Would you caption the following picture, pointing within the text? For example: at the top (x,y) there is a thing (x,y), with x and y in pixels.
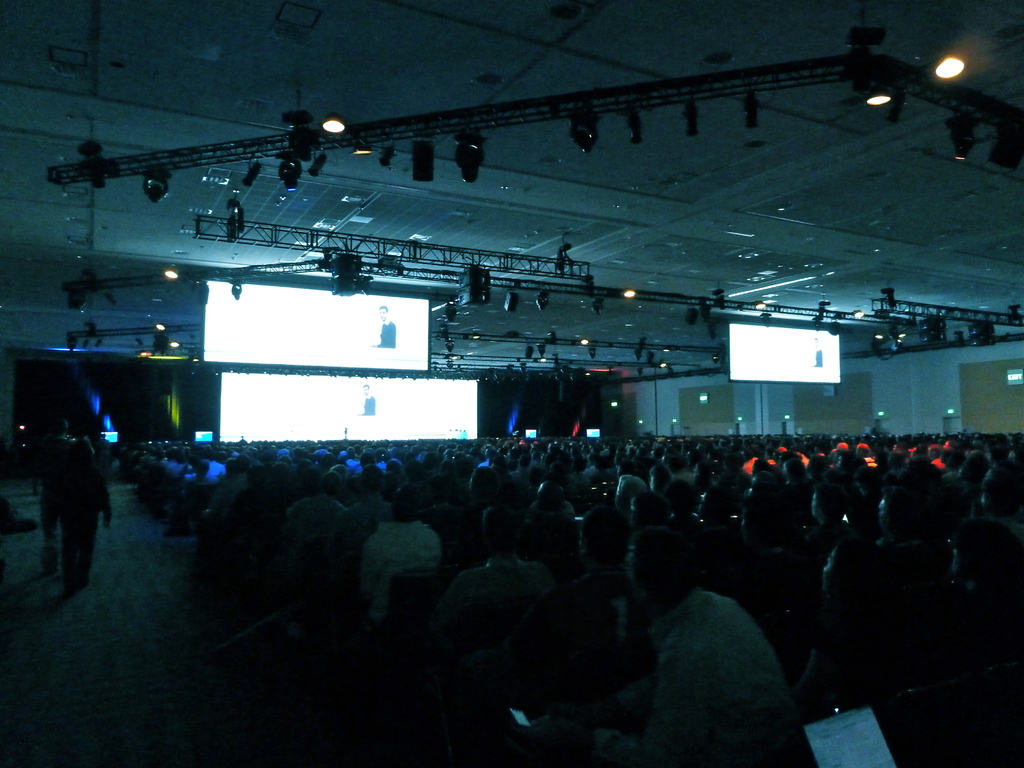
This is an image clicked in the dark and it is an inside view of an auditorium (408,658). At the bottom (352,576), I can see a crowd of people (315,509) sitting facing towards the back side (354,493). On the left side (69,499) few people (58,508) are walking on the floor (64,657). In the background (367,410) there are few screens (393,316) and lights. At the top of the image (882,91) there are many lights (955,65) attached to the metal rods (460,130).
